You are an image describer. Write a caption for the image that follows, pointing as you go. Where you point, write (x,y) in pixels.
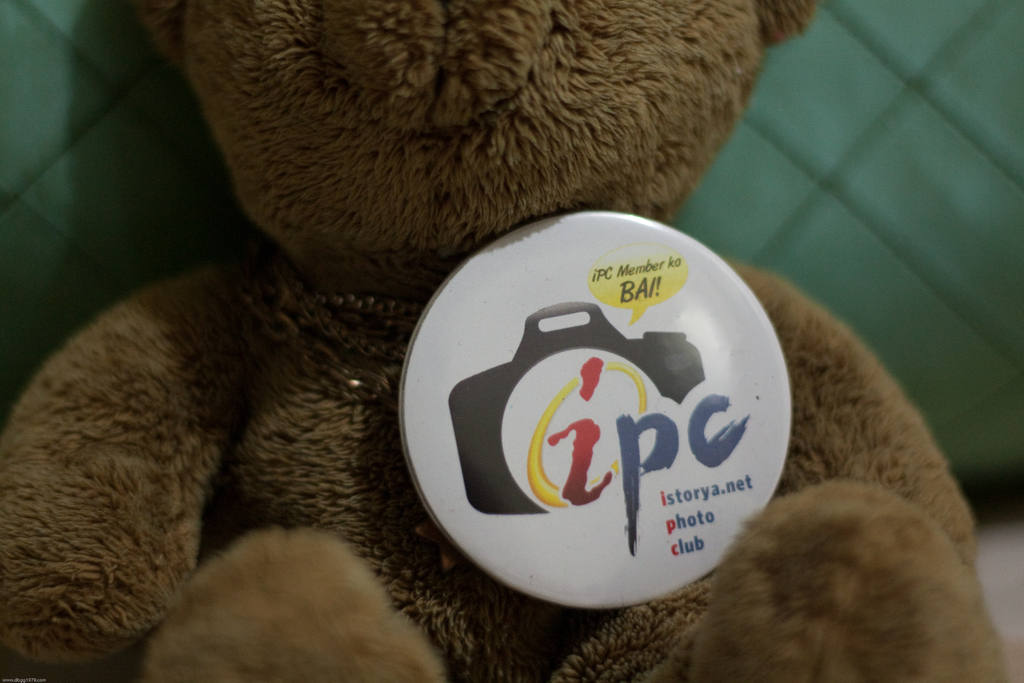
In this image we can see a teddy bear (272,404) with a badge (434,476).
